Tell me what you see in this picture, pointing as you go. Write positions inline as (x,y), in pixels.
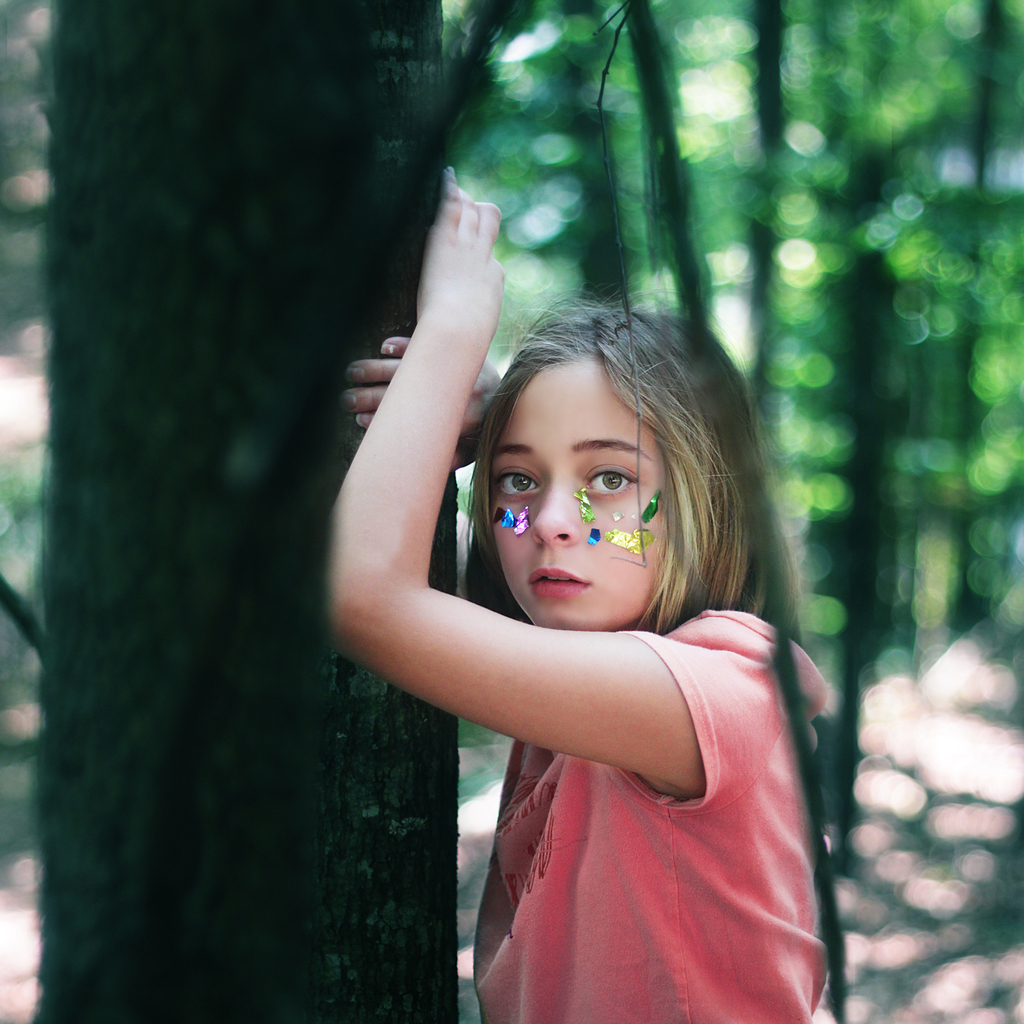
A girl (613,630) is standing wearing t shirt (678,936), these are trees (1013,270).
